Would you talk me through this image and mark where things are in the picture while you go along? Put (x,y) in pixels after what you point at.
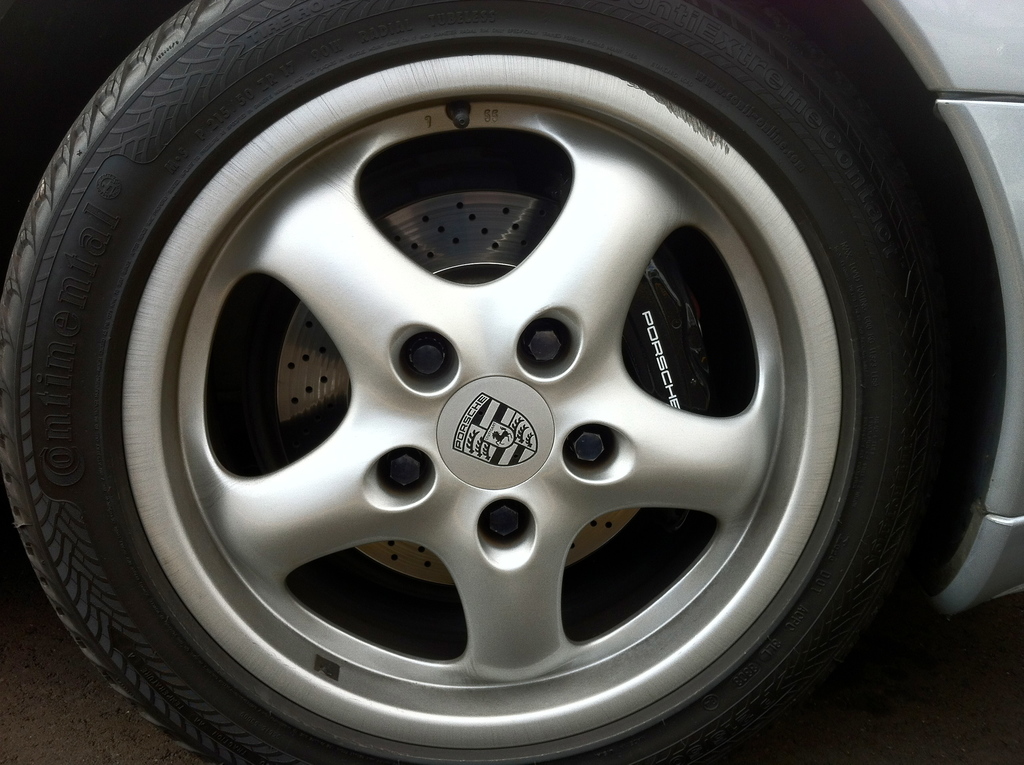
In this image, we can see vehicle wheel (567,417). Here we can see some text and symbol (477,443). On the right side of the image (956,88), there is a silver color object (973,45). At the bottom of the image (1004,637), we can see the path (178,756).
